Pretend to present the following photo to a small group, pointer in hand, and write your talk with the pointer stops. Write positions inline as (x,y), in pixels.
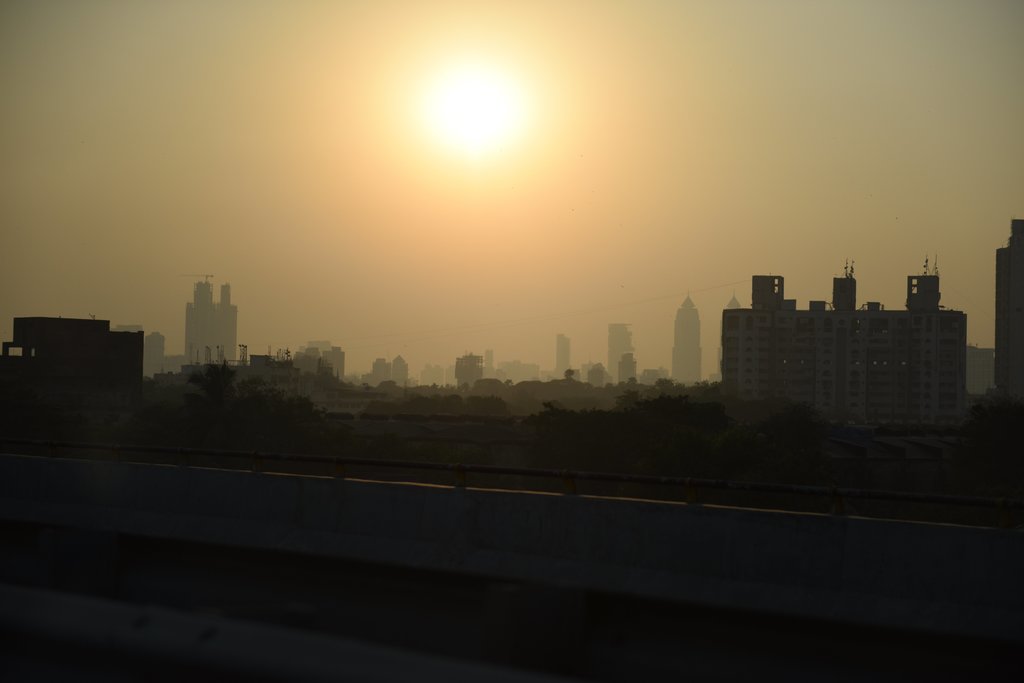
In this image, in the background (255,364), we can see some trees (464,410), buildings (899,341), tower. At the top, we can see a sun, at the bottom (536,527), we can see black color.
